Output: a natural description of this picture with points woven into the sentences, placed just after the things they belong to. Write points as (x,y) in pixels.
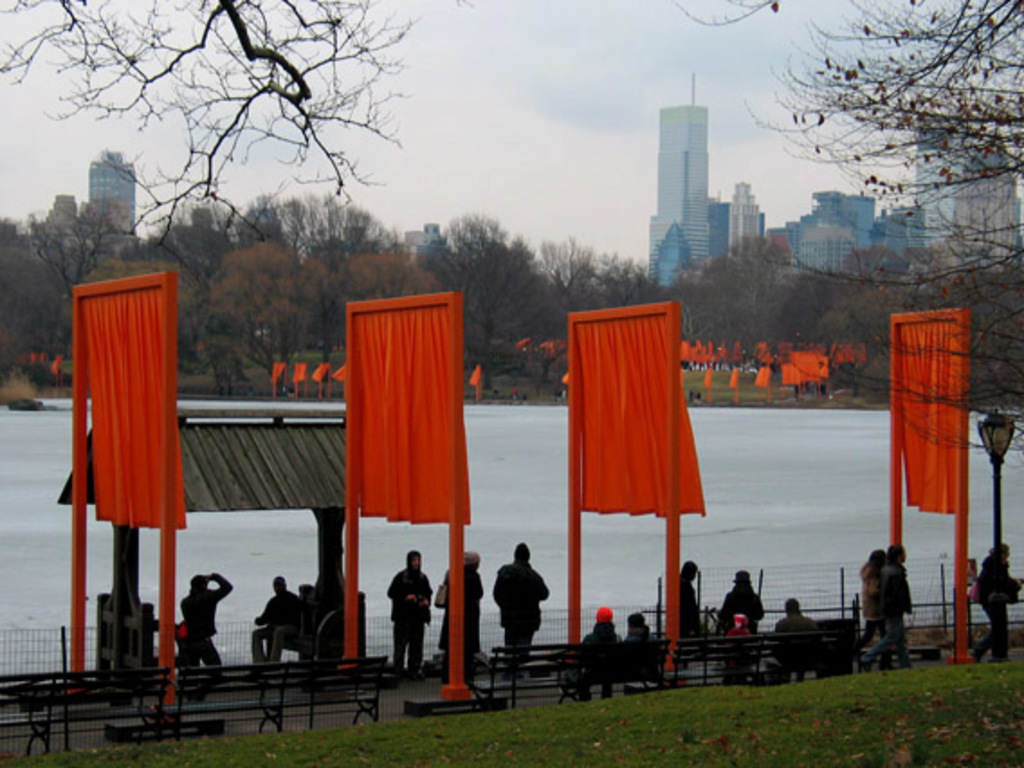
In this image we can see group of people (683,611) standing on the floor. Some persons (795,620) are sitting on benches (188,688). In the foreground (825,699) we can see grass (897,723). In the center (417,448) we can see some poles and flags (650,508). In the background (811,488), we can see water (795,511), group of trees (991,333), buildings (962,233) and the sky (524,117).
